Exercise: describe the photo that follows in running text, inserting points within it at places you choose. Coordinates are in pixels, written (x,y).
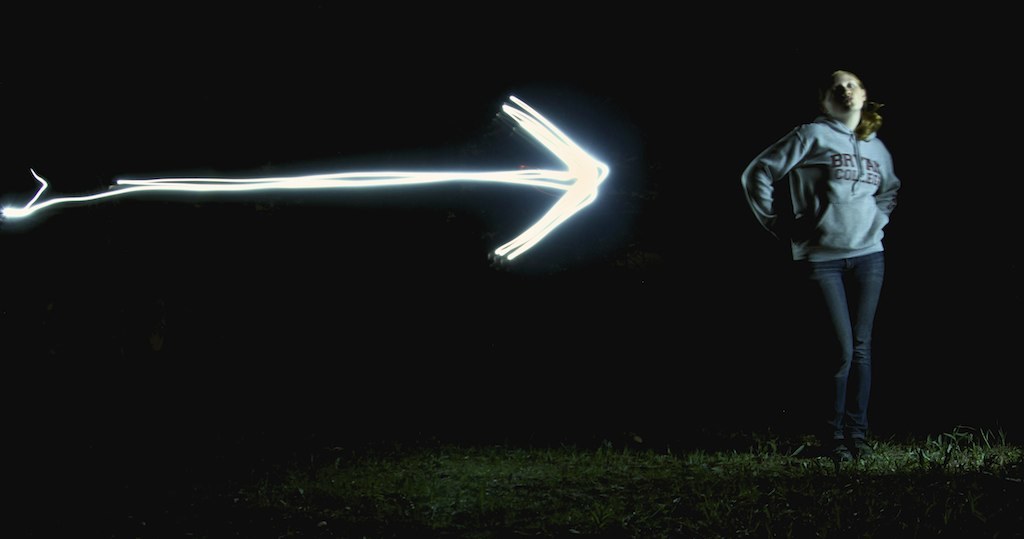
This is an edited picture. On the right side of the image (862,437) there is a person (831,218) standing. On the left side of the image (125,180) there is an arrow mark (38,194). At the back (663,132) there is a black background (621,319). At the bottom (907,462) there is grass (913,448).
